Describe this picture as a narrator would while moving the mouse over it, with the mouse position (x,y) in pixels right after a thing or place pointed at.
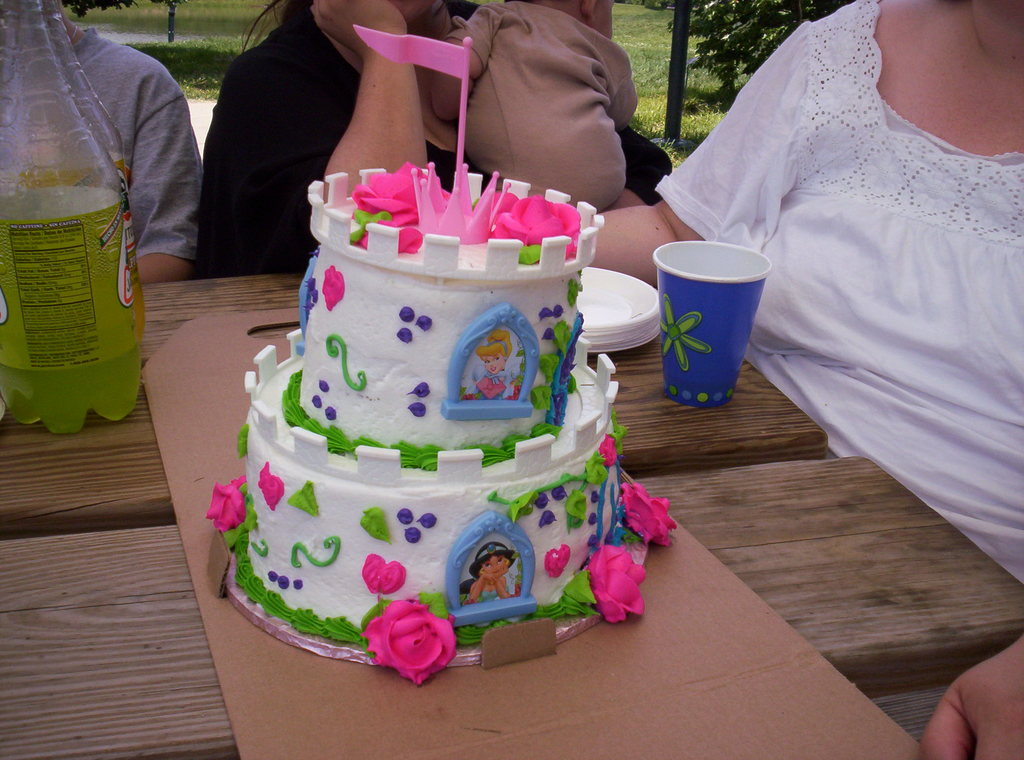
There is a two step cake (422,455) on the table (741,577). And a cup (670,345), plates (604,315) and a bottle (87,181) on the table (97,435). And there are three persons (152,124) sitting in front of the table (822,436). One is wearing white shirt (788,238), another is wearing a black and other is wearing grey.
